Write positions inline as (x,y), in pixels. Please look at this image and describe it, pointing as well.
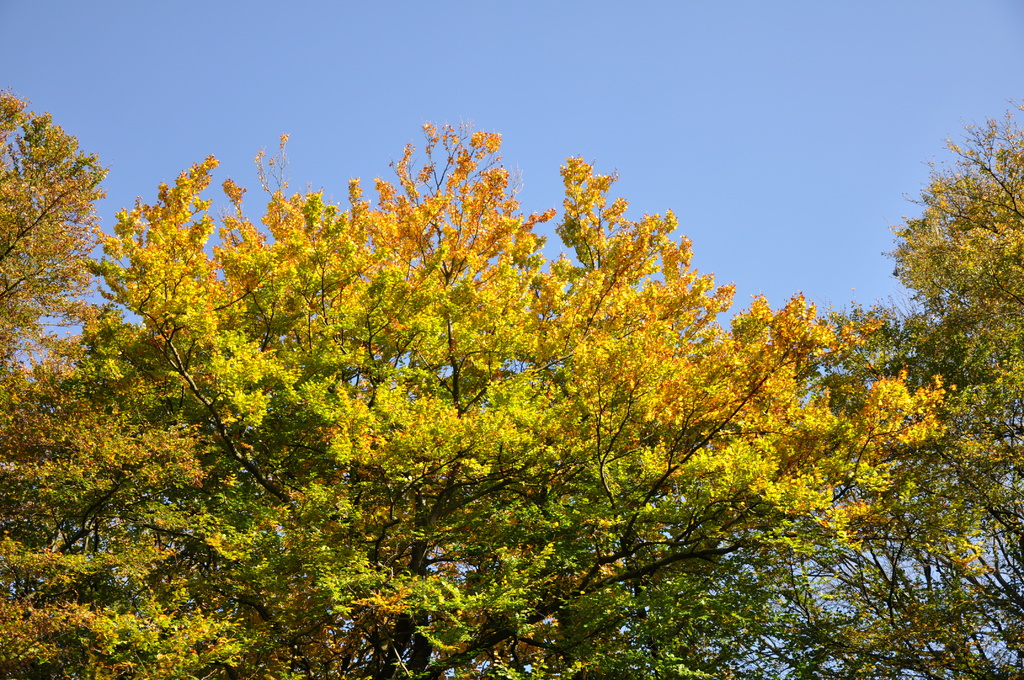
In this image we can see the trees (397,403). Behind the trees (561,306) we can see the sky (887,247).
